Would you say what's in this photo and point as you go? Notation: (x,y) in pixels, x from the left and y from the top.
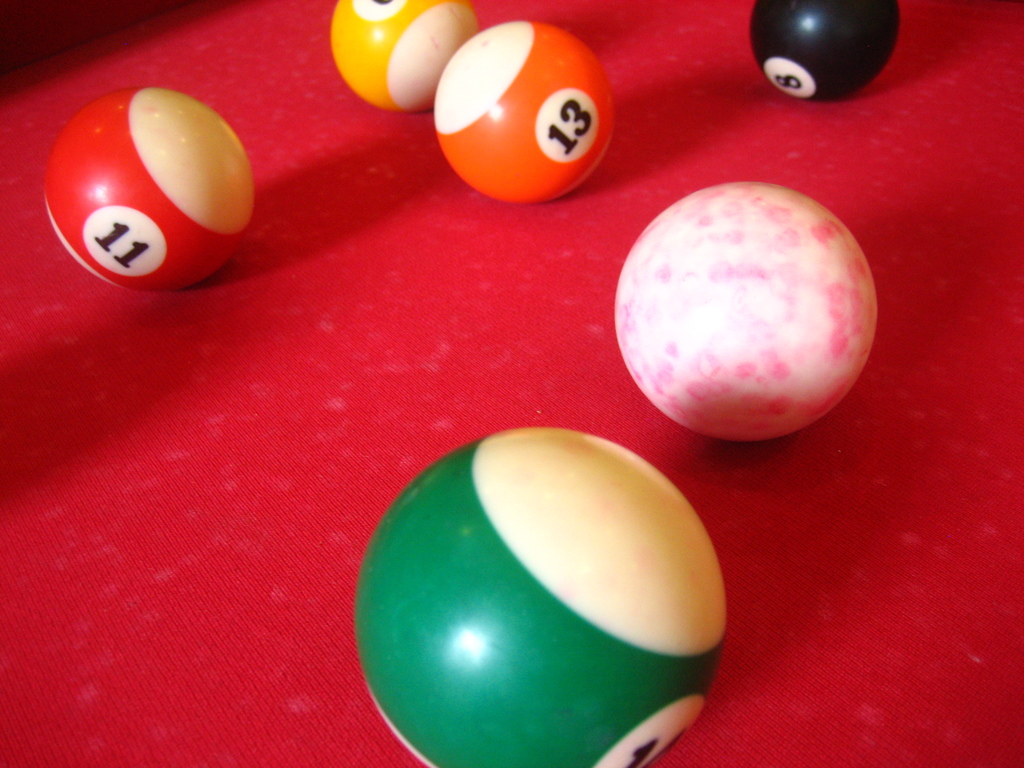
In this image, I can see the snooker balls (533,91) on a red color object (402,346).
